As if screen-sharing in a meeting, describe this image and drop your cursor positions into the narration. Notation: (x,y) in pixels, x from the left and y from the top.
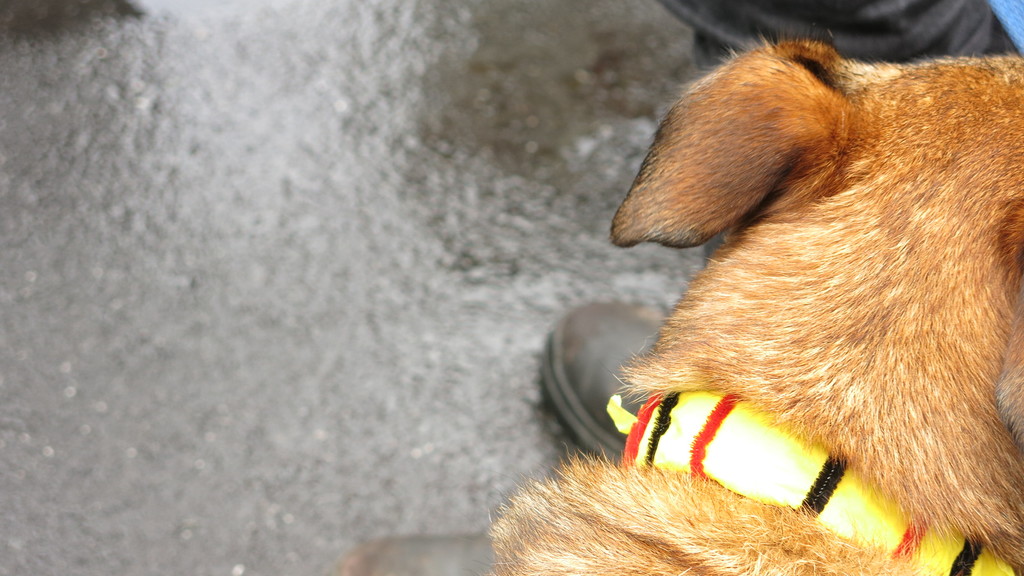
In this image I see a dog (705,295) over here which is of cream and brown in color and I see the collar (756,443) on the neck (698,481) which is of yellow, black and red in color and I see the road (404,217) and I see shoes (591,359) over here.
